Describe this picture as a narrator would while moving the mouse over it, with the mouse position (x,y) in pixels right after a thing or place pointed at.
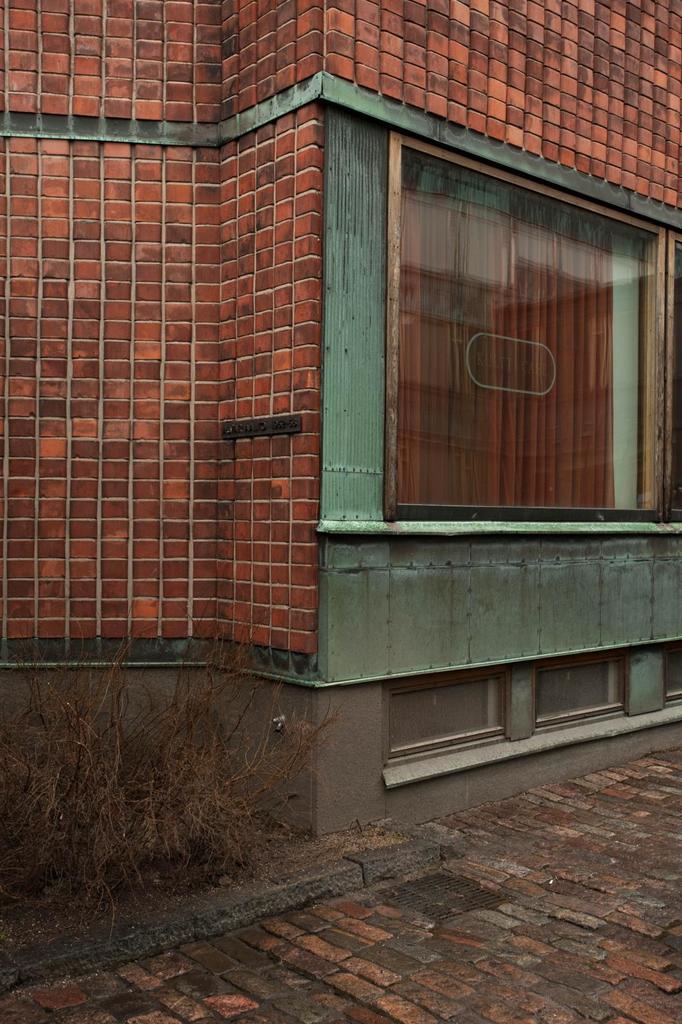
There is a building (207,383) which is brick in color and there is a glass window (534,351) in the right corner (549,319).
